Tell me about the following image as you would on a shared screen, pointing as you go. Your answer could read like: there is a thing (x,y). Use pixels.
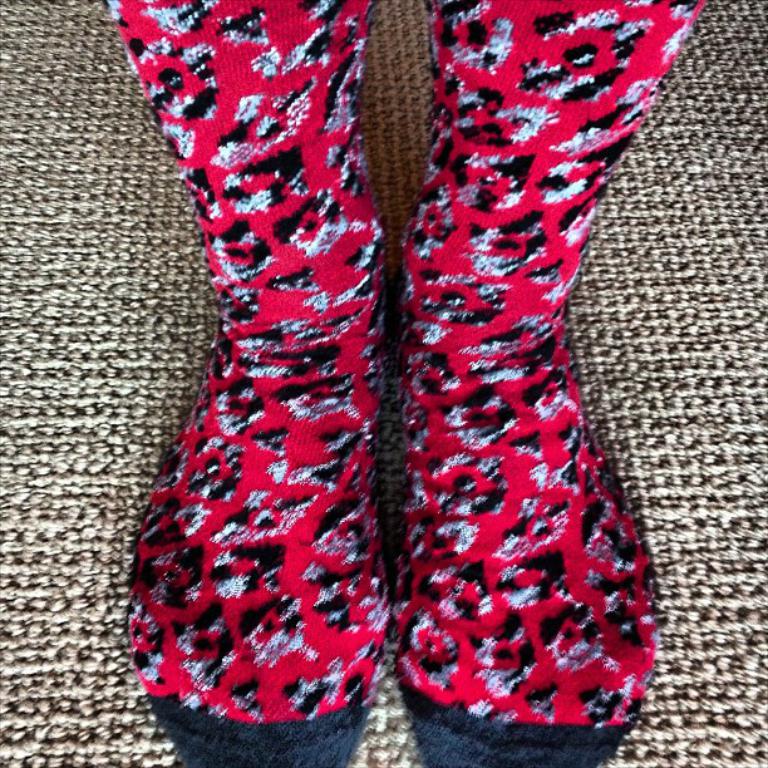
In this picture, we can see legs (354,314) of a person (375,335) with socks (462,434), and we can see the ground (199,385).
